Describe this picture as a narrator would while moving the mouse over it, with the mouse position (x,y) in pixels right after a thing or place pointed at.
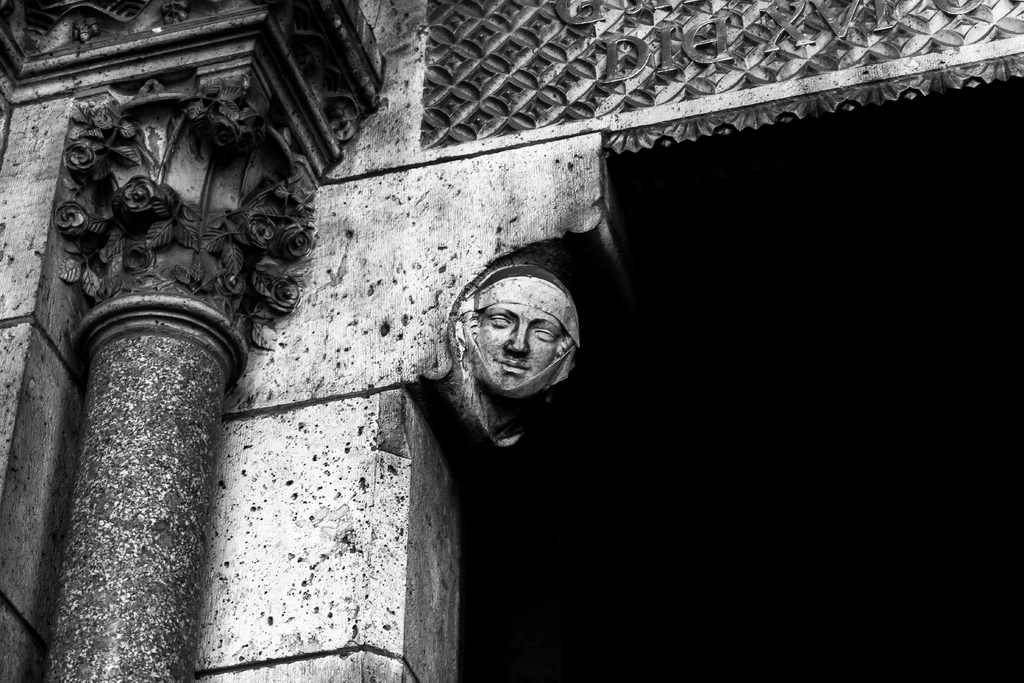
In this picture we can see statue of a face (514,265) on the wall (43,337), pillar (200,286) and carvings (230,169). In the background of the image (735,333) it is dark.
